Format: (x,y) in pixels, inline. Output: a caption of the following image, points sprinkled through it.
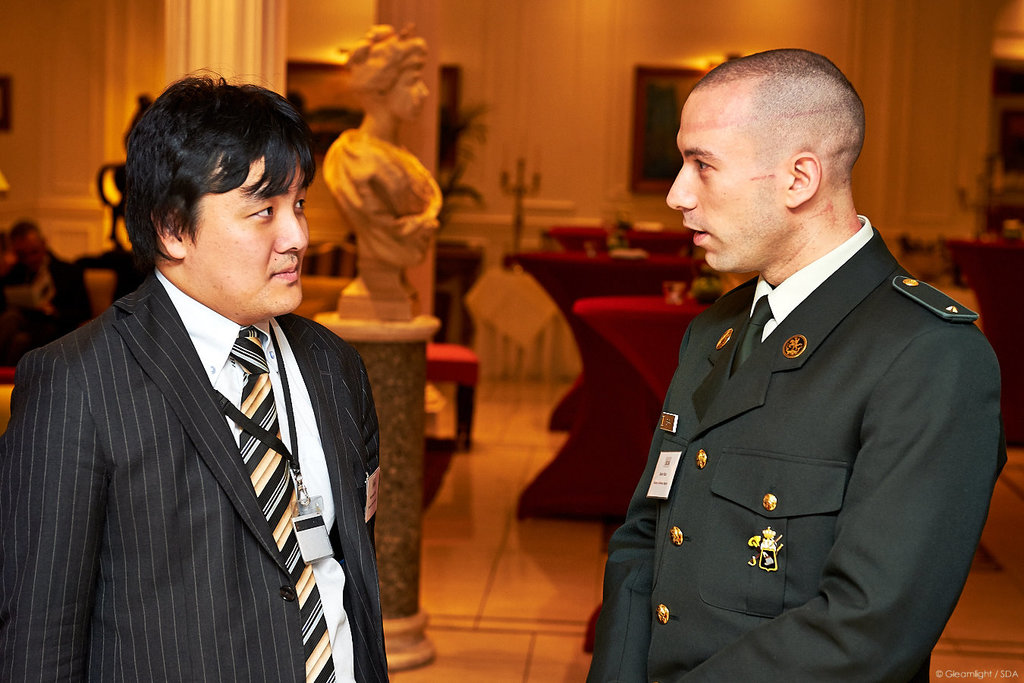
In this image there are two persons (761,414) who are standing by facing each other. In the background (440,198) there is a statue (381,200). On the right side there are tables (604,261). On the left side (197,29) there is a pillar (233,34). Beside the pillar (201,49) there is a chair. In the background (525,113) there is a wall (541,83) to which there is a photo frame (655,102).
